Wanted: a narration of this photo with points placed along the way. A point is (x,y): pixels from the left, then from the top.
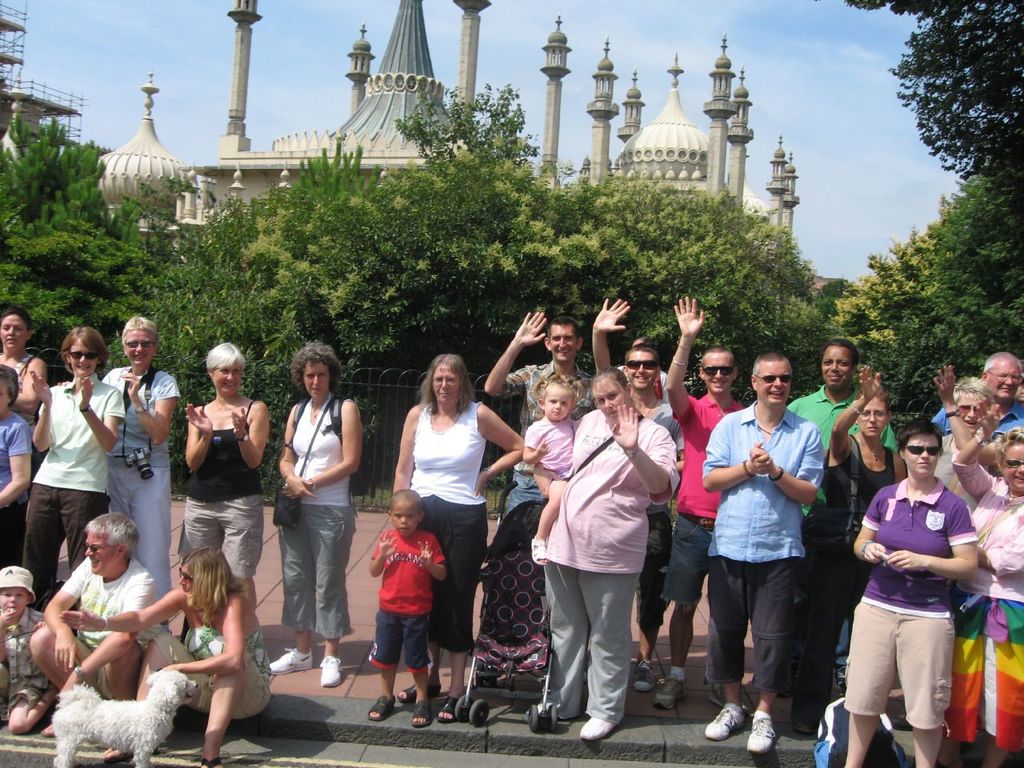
There are persons (553,393) in different color dresses (1017,504), smiling. Some of them are sitting. On the left side (171,687), there is a white color dog (106,704). In the background (765,321), there are trees (1013,31), buildings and there are clouds (817,184) in the blue sky (486,13).
